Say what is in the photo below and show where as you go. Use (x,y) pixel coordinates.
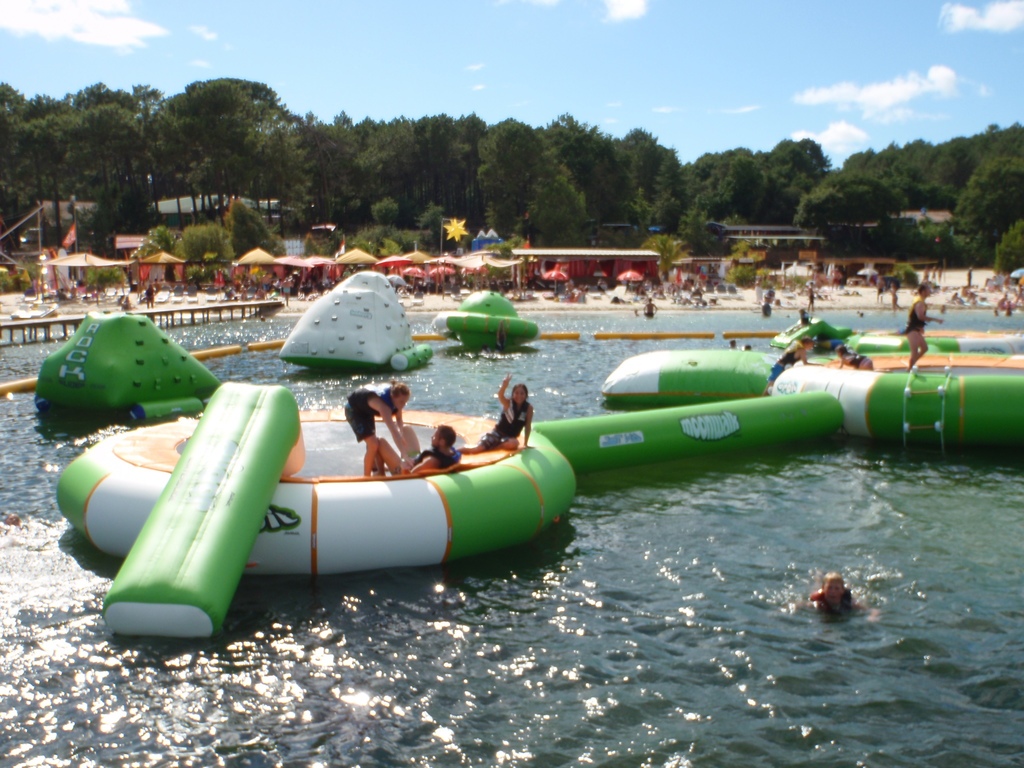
In this image we can see people (426,454) sitting on the swimming tubes (363,465), children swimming in the water (545,633), parasols (162,255), walkway bridge (258,305), people (971,296) lying on the seashore (714,308), buildings (619,251), trees (534,196) and sky (708,88) with clouds (804,98).
